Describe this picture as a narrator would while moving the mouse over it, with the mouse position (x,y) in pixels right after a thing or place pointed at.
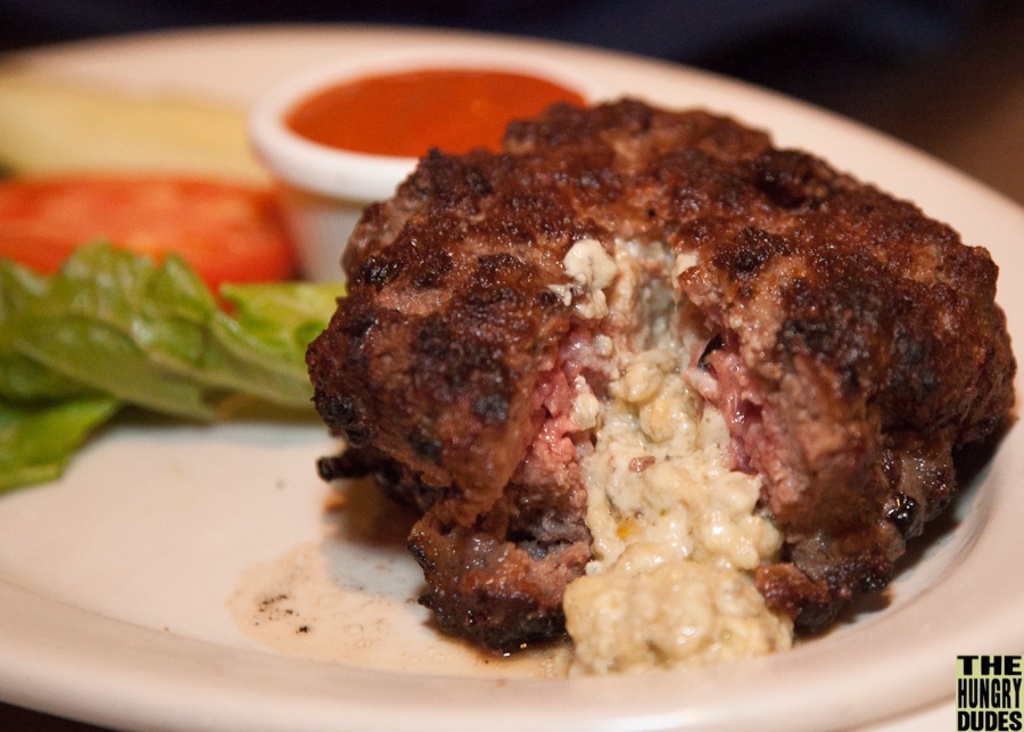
In this picture we can see a plate (124,508) which contains food (587,433) and bowl (326,183) of ketchup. In the bottom right corner (989,664) we can see the text (973,679).
